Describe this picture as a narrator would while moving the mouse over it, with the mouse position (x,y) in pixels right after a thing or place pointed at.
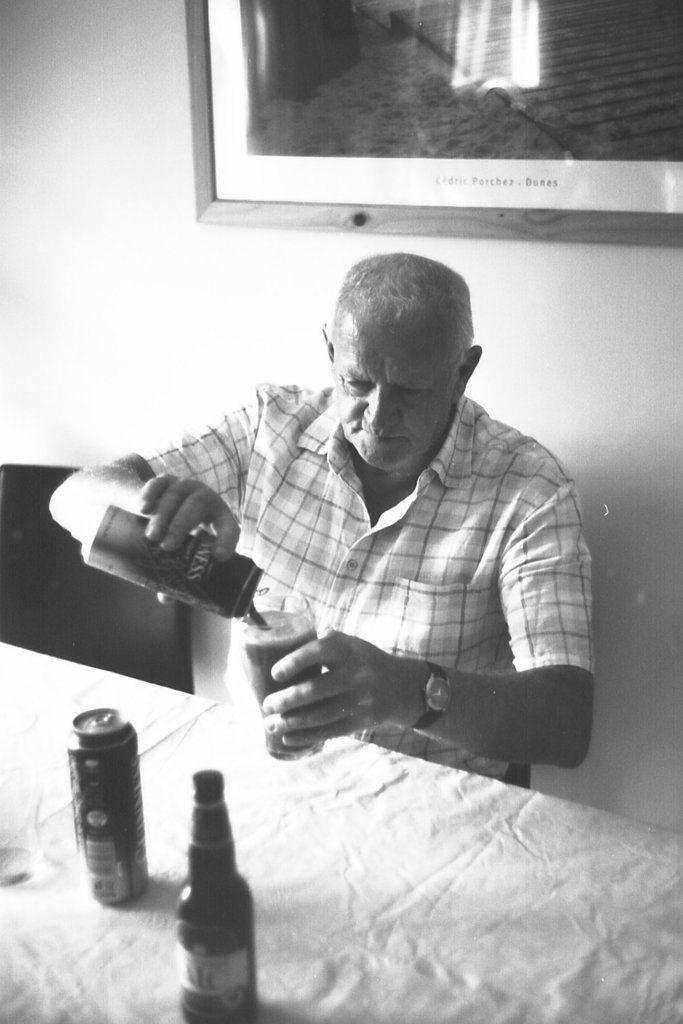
This is a black and white picture. On the background (275,263) we can see a photo frame (343,124) over a wall (181,194). Here we can see one old man (388,626) sitting on chair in front of a table (313,840) and on the table (46,707) we can see tin (115,736) and a bottle (219,917). We can see this man (270,580) pouring a drink (301,624) into the glass (285,632). Here this is an empty chair (107,615).
